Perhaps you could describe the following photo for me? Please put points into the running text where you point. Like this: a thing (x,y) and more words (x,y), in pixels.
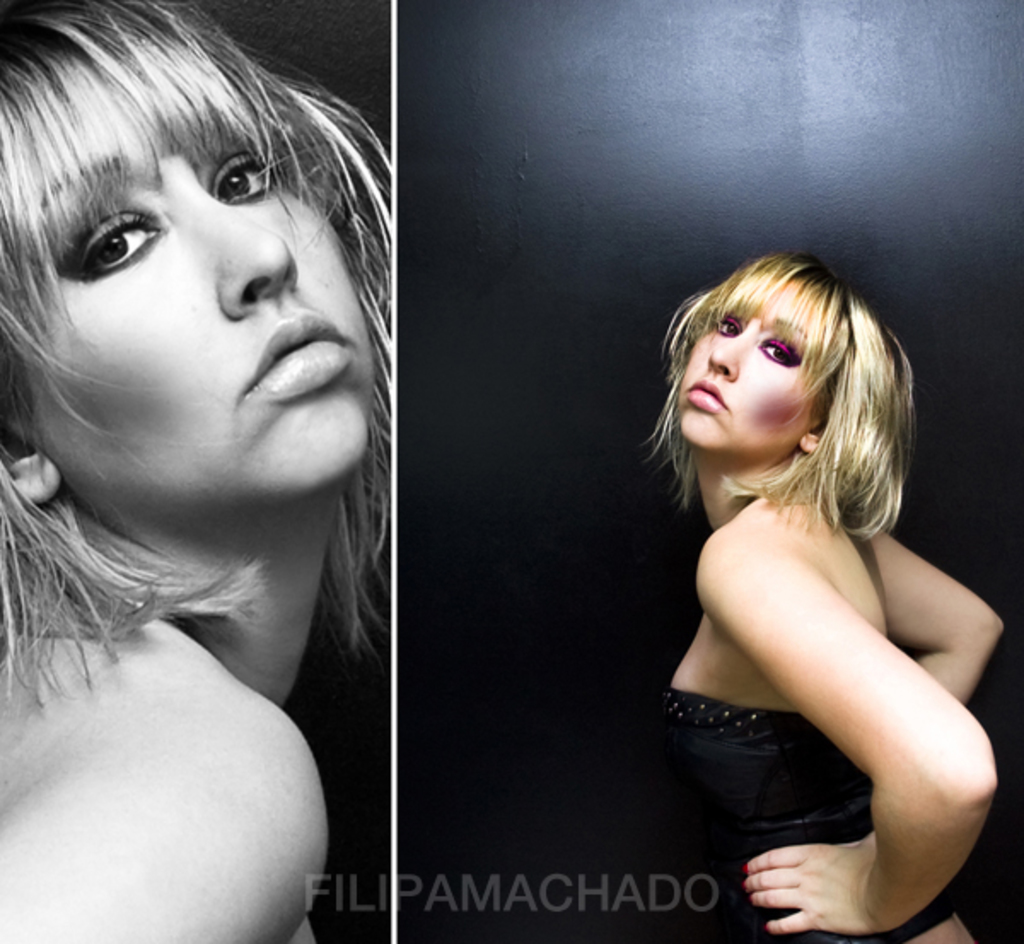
In this image I can see a collage picture of the same person (757,504). In the background of the image (633,44) it is dark. At the bottom of the image (360,887) there is a watermark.
